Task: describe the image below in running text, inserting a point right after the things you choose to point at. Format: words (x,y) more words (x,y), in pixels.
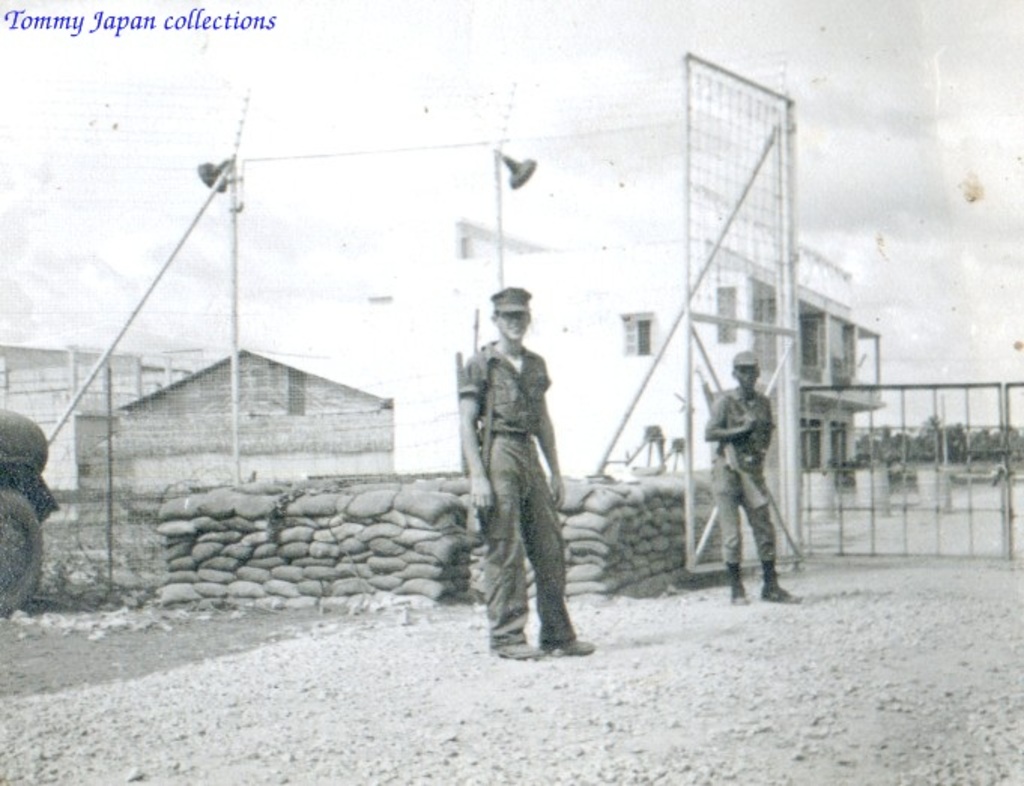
Black and white picture. These people (509,561) wore guns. Back Side we can see buildings (454,335), bags (200,508), light poles (525,175), gate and mesh (730,189). Far there are trees (988,432). Left side (36,14) corner of the image there is a watermark (272,24). Here we can see vehicle wheel (16,494).
